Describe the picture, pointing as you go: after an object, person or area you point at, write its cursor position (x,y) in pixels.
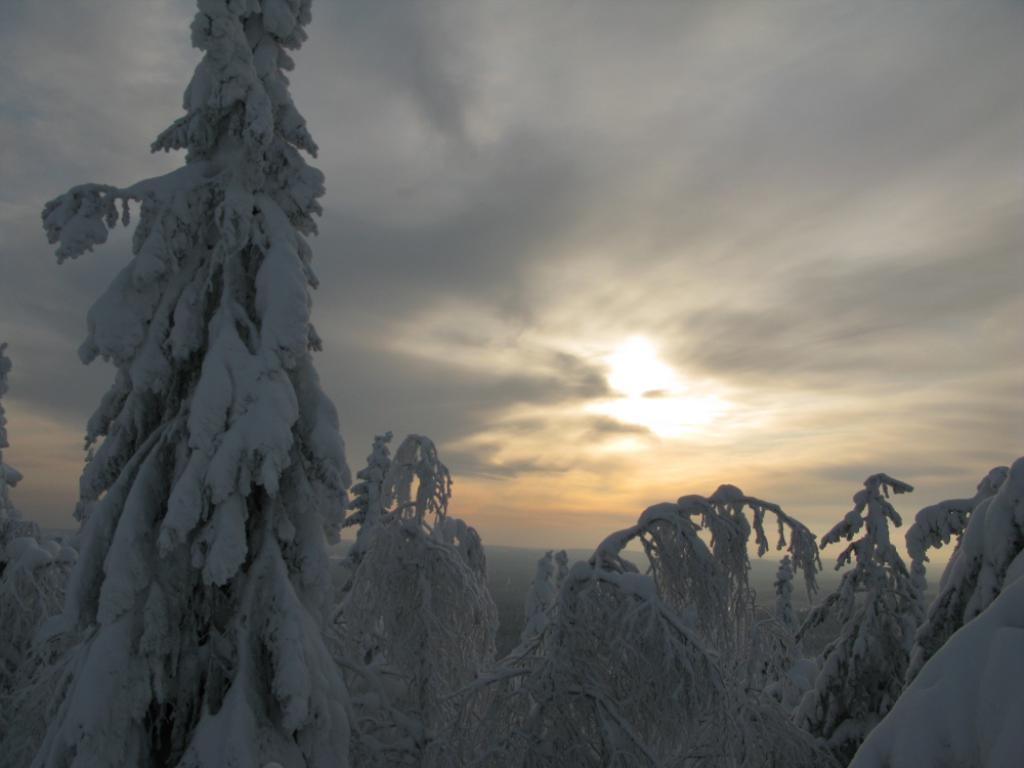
These are the trees (440,624) with the snow (374,579) and this is the sky (675,310).
